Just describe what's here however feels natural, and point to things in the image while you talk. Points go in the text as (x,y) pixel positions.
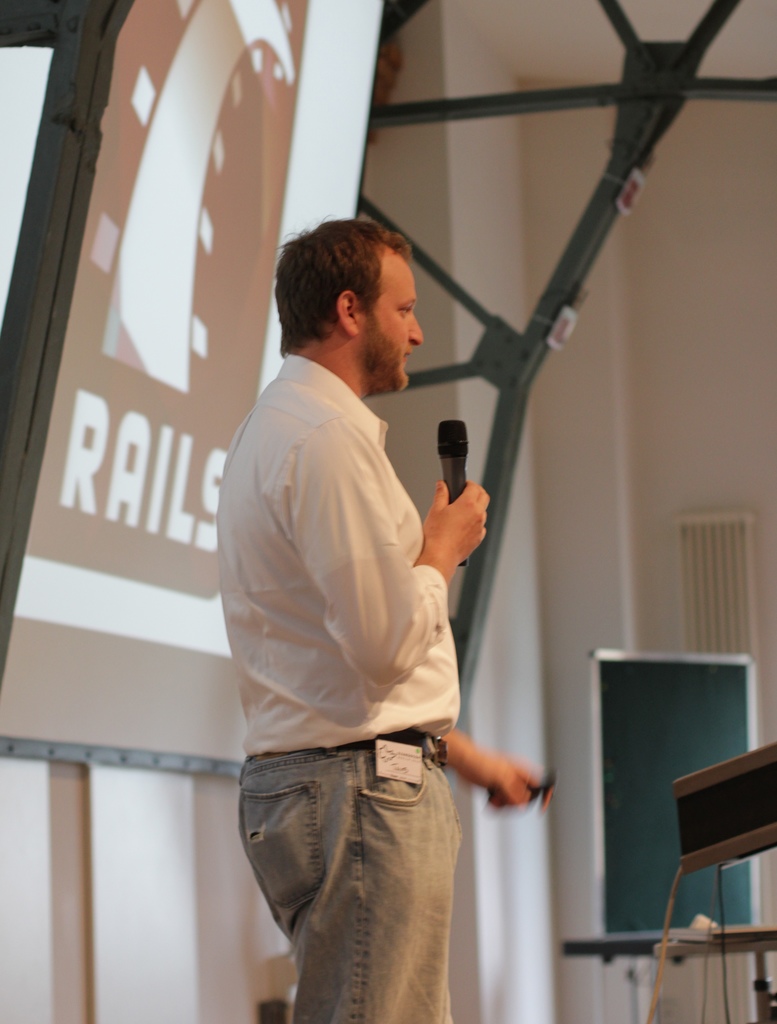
In this image, we can see a person (286,581) who is wearing a white shirt (319,541) and holding a mike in his right hand (439,500). To the right of the person (497,796), we can see a board (601,753). At the back of the person (259,664), we can see a hoarding (206,113) with some text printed on it.
